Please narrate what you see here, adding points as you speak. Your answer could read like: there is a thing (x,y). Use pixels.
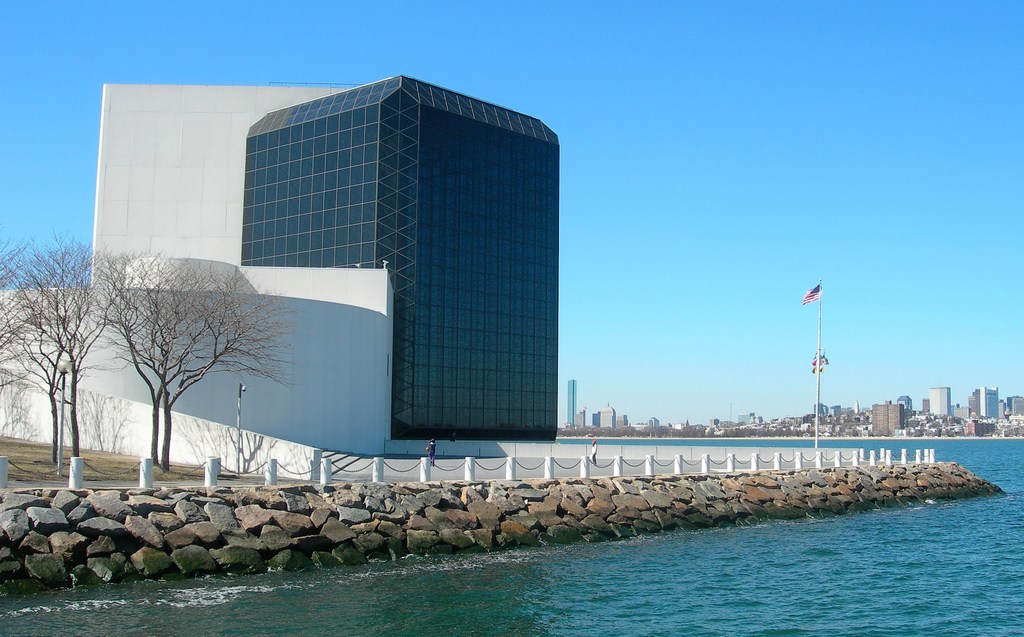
This is water (814,567). There are rocks (370,504), poles (817,427), flag (815,371), trees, and buildings (454,372). In the background (791,358) there is sky (625,160).
